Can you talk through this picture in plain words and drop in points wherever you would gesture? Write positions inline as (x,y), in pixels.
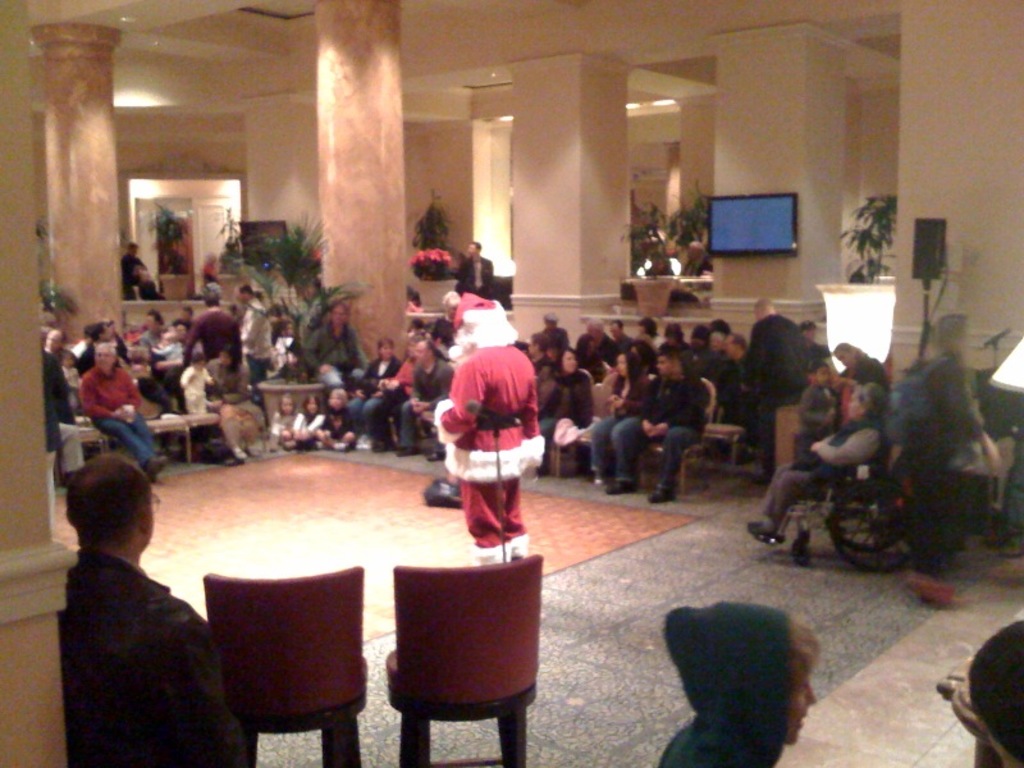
This image is clicked in a room (366,189) where there are so many pillars (335,58). There is a TV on one pillar (802,280). There is a light (1012,378) on the right side (881,327). There is Santa Claus (451,440) in the middle (444,406). All the people (219,340) are sitting in the middle (665,419). There are chairs (408,606) in the bottom (434,652). Santa Claus (510,447) is wearing red color dress (470,454). There are plants (271,283) in this image.
